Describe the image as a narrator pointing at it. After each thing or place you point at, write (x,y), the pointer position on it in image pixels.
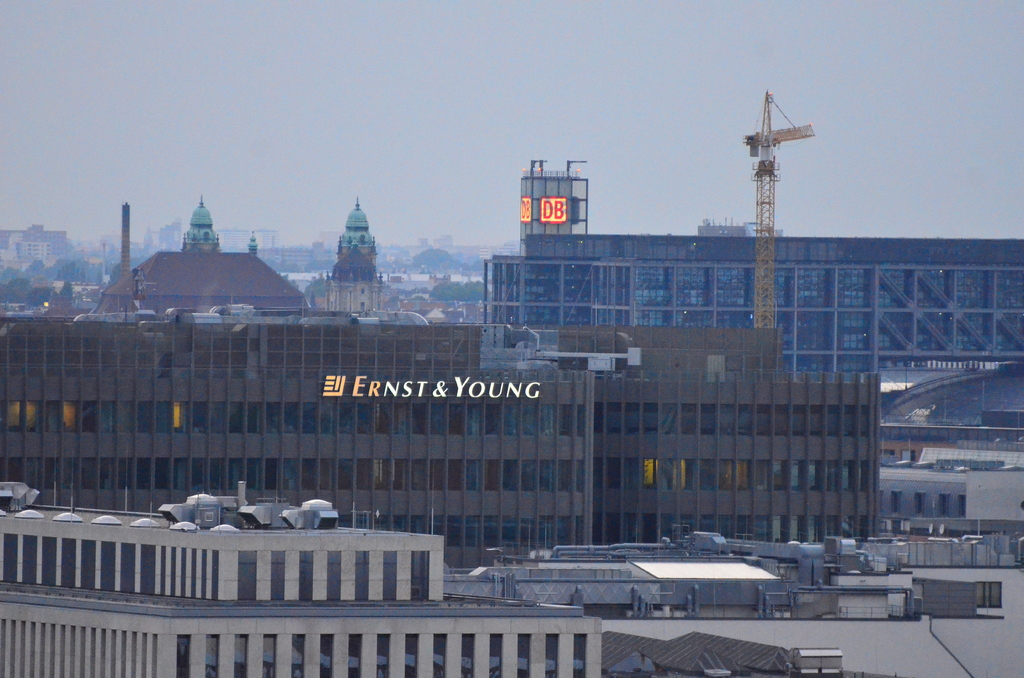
There are big buildings (557,376) at here. At the top (484,115) it's a cloudy sky (427,123).
